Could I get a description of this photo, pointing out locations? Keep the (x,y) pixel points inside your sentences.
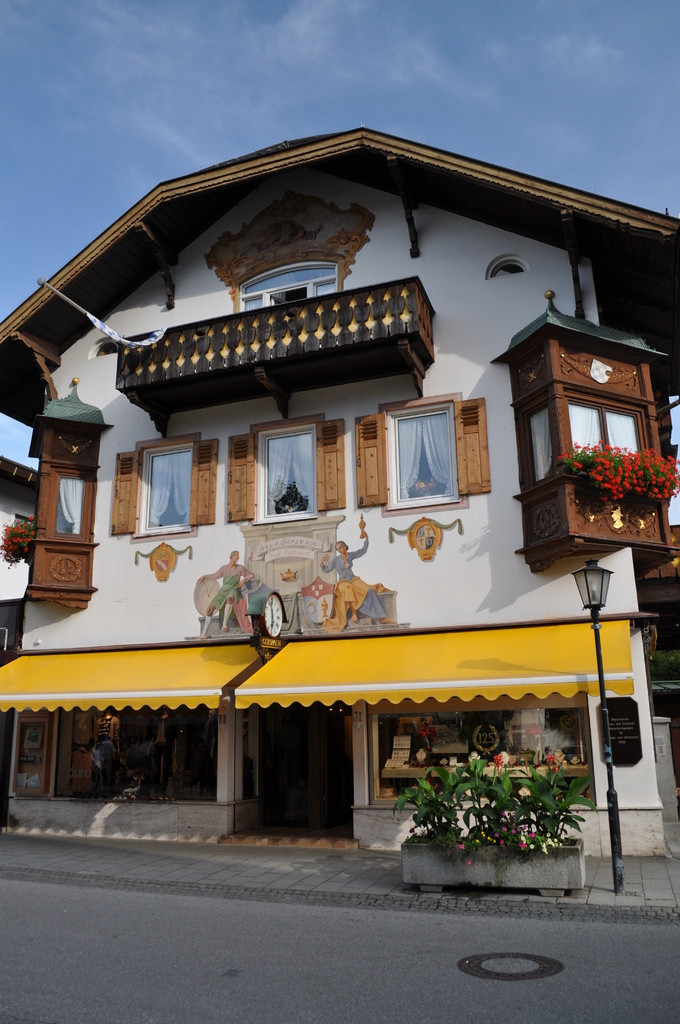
In this picture we can see a building (315,744). We can see few flower pots (627,479) and some wooden objects (671,528) on this building (377,657). There is some painting (223,614) on this building (415,605). We can see a clock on the building (571,707). There is a streetlight (586,589) and a flower pot (526,823) on the path (374,868) on the right side (510,818). Sky (675,195) is blue in color.
